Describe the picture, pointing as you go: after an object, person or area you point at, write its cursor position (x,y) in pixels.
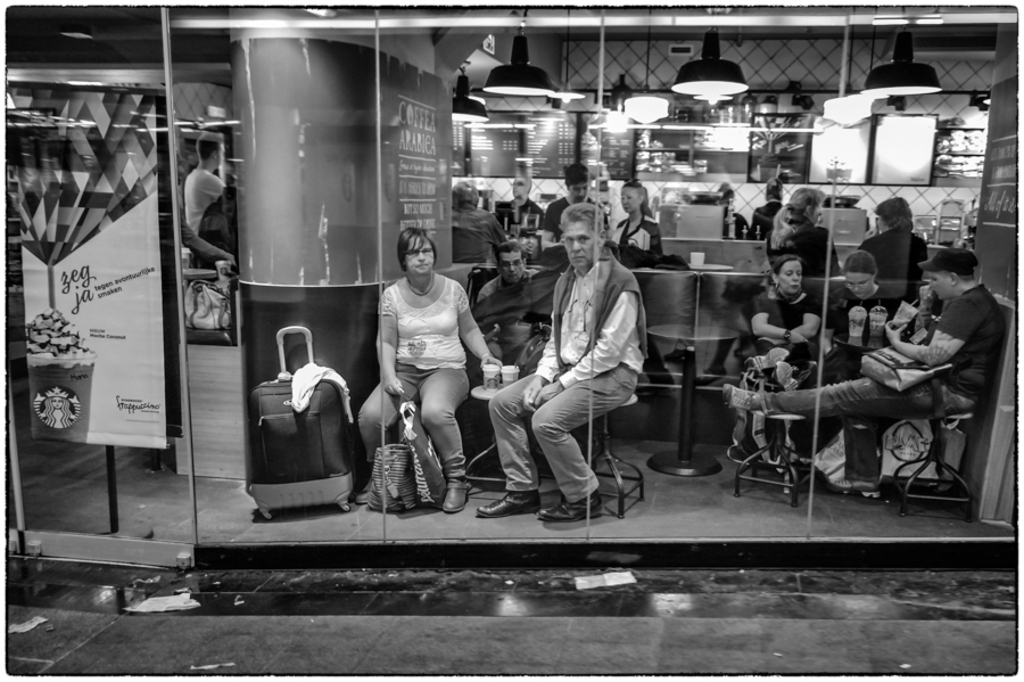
In this image there are persons (744,389) sitting on the chairs (601,456), there is a table (657,465), there are objects (498,376) on the table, there are objects (343,442) on the ground (331,512), there are lights (689,90), there is an object (982,210) truncated towards the right of the image (1005,233), there is the wall (1008,323), there is a board (84,378), there is text (103,290) on the board (110,283), there is an object (19,523) truncated towards the left of the image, there is text (400,184) on the wall (366,99).
